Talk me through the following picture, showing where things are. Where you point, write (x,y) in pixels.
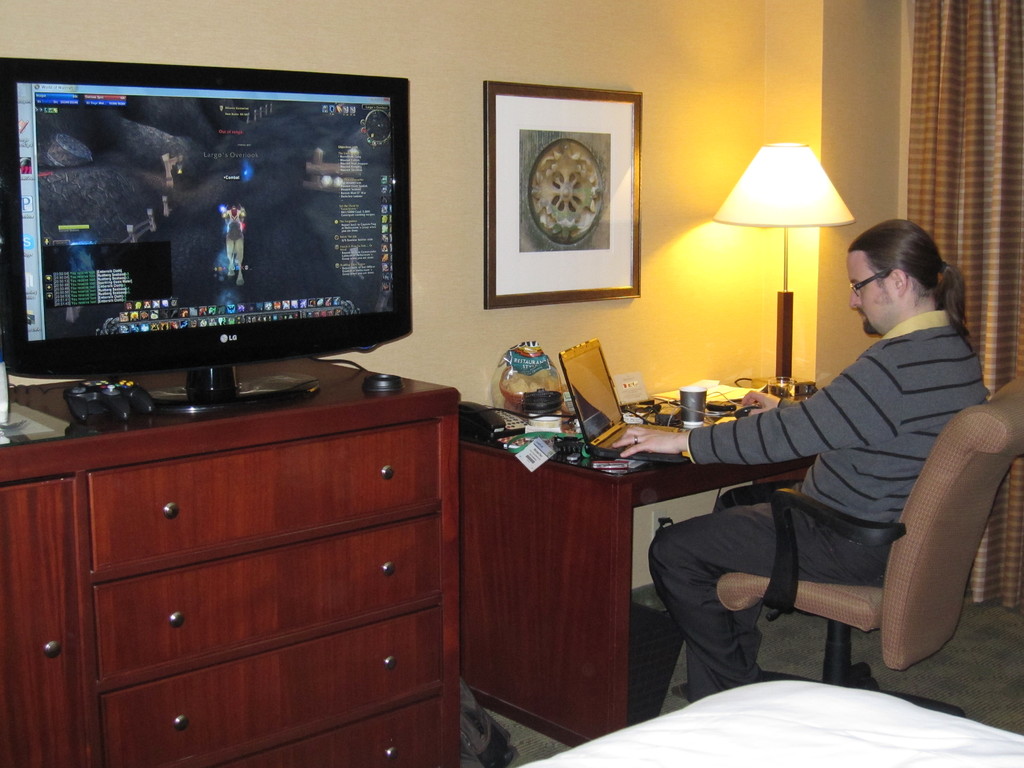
In this picture we can see a man (857,446) who is sitting on the chair (880,602). This is table (570,577). On the table (588,564) there is a lamp (810,195), glass (701,387), and a laptop (605,429). This is cupboard (235,481) and there is a screen (240,225). On the background (673,106) there is a wall (660,91) and this is frame (550,231). Here we can see a curtain (1000,133).
